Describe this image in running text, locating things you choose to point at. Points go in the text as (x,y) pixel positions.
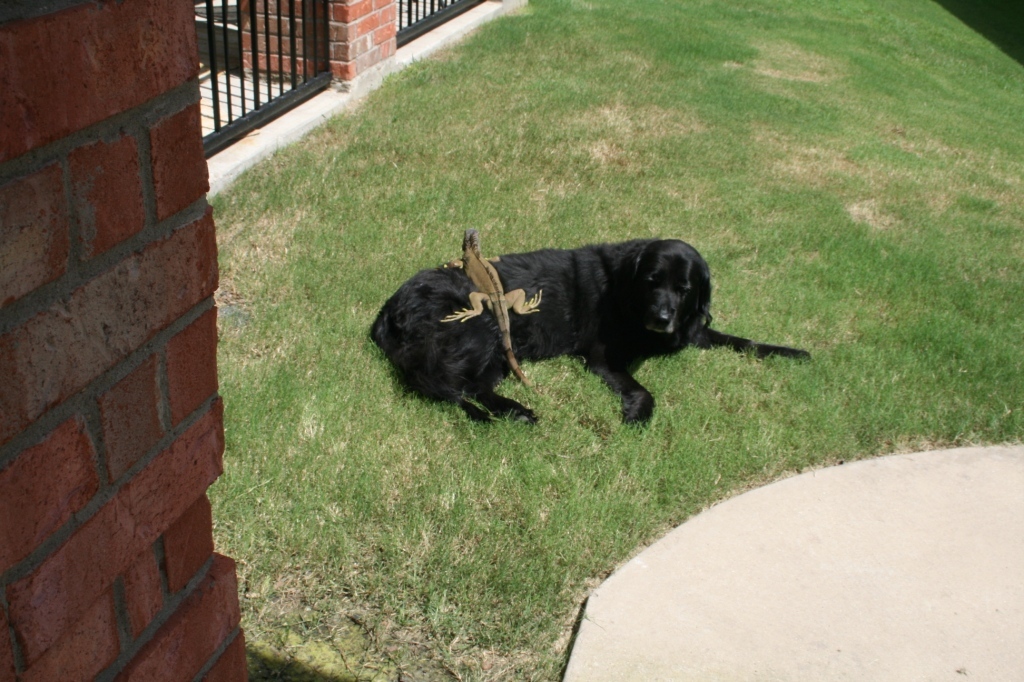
In this picture we can see reptile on dog (450,276) and grass (504,603). On the left side of the image (64,465) we can see bricks wall (71,403). In the background of the image (310,62) we can see grilles (447,6) and wall (362,12).
